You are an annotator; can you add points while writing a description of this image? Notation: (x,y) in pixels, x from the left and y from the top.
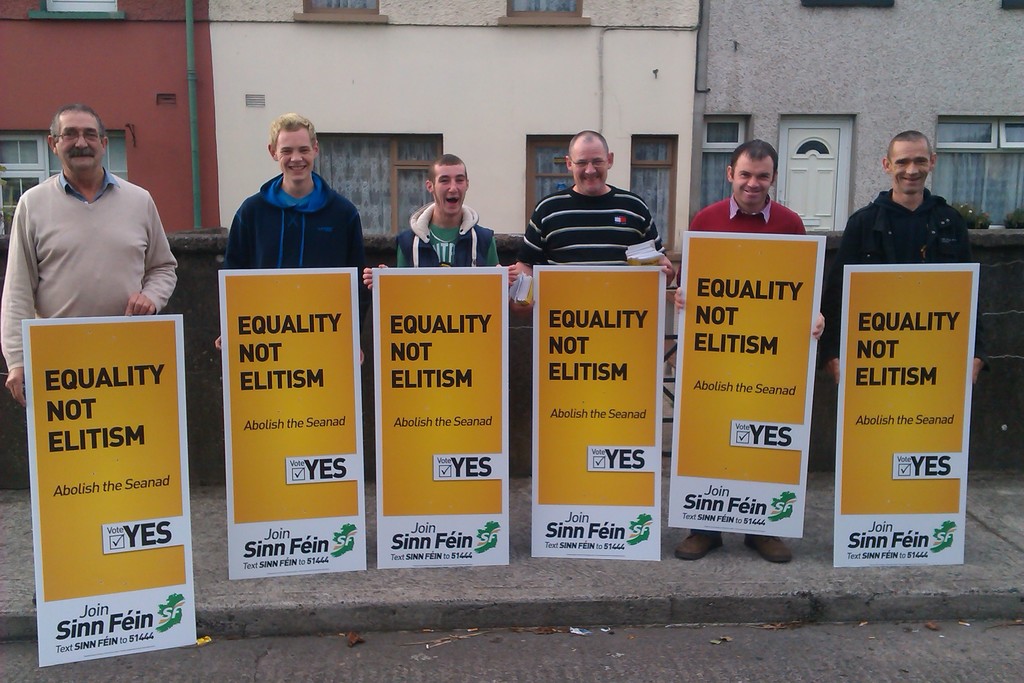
In this image, we can see there are six persons (54,185) smiling, holding similar banners (342,388) and standing on a footpath (972,513). Beside this footpath (810,584), there are buildings (201,69) having windows (984,180) and there is a wall (195,281).
